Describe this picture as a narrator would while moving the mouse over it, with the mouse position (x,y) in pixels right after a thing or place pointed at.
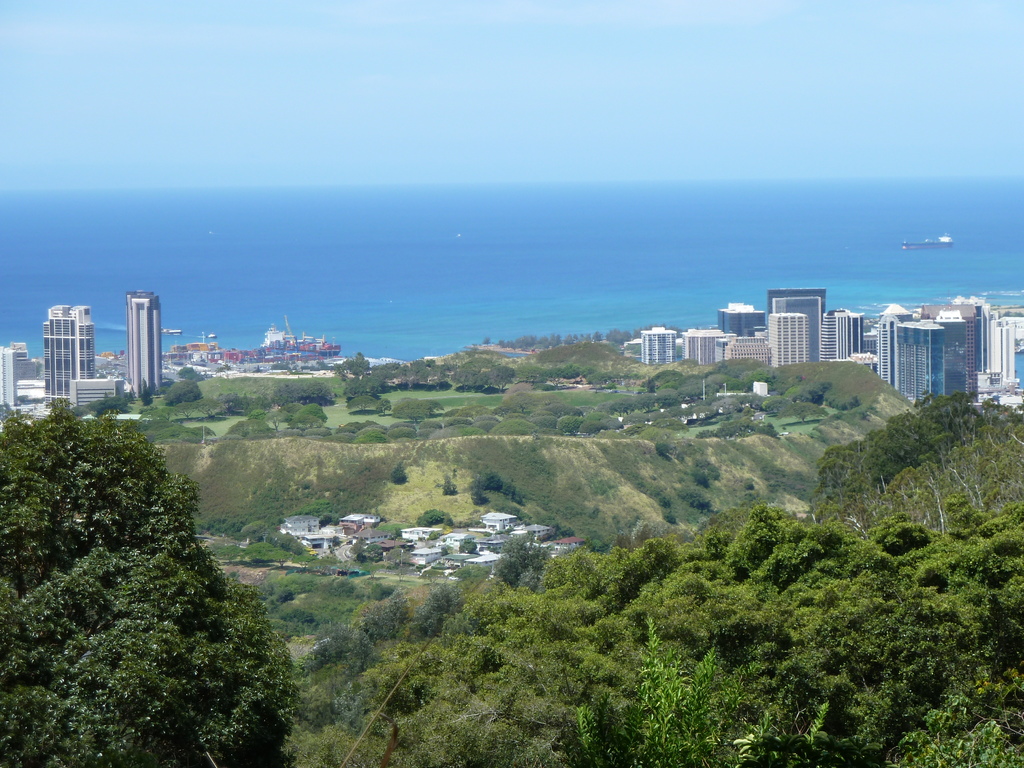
In this picture, there are trees (513,594) and grass (401,457) at the bottom (589,653). Below the hills (327,509), there are some buildings (577,541). In the center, towards the left (134,300) and right, there are buildings (660,332). On the top (398,182), there is an ocean (530,225) and a sky (615,113).
